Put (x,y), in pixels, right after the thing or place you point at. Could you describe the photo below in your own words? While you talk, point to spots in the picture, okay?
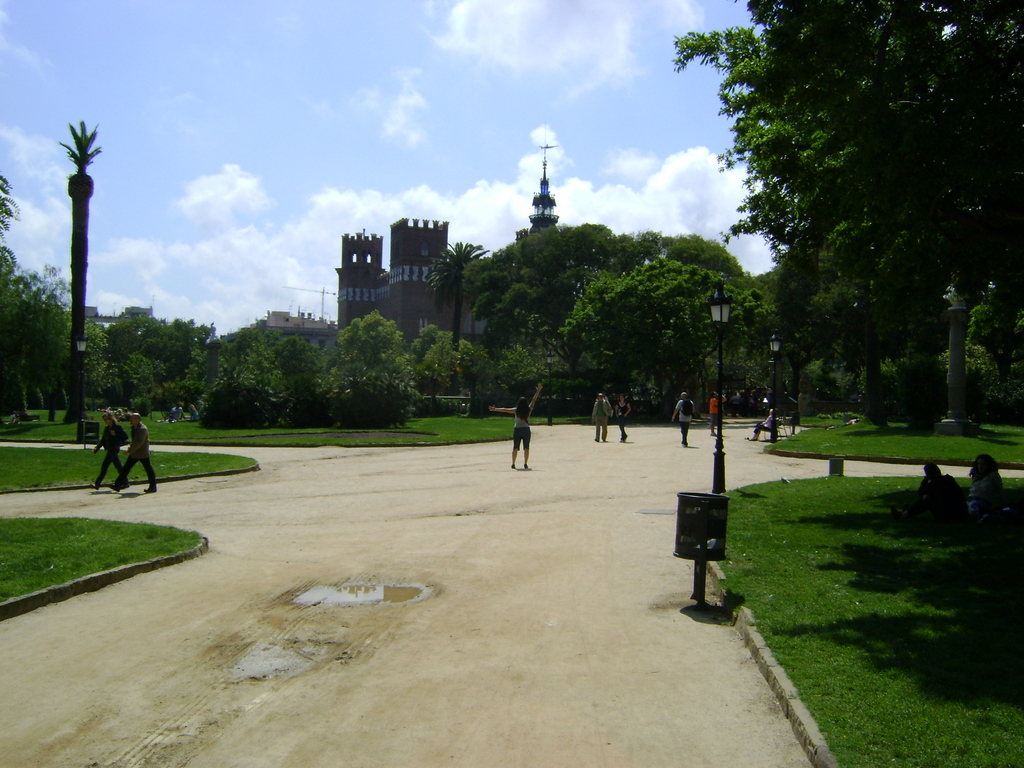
It looks like a park (450,576), there are trees (814,380). On the left side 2 persons (96,486) are walking. In the middle (423,317) there are buildings (391,287).
